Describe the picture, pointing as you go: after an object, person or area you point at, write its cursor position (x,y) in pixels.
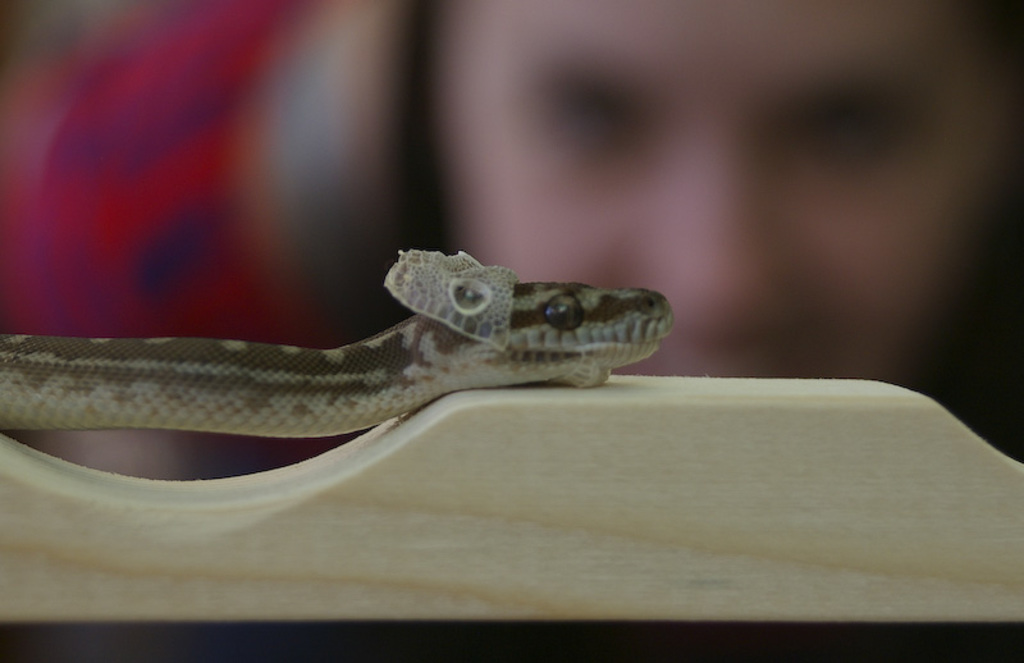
The picture consists of a snake (408,370) on a wooden object (394,512). The background (690,197) is blurred.
